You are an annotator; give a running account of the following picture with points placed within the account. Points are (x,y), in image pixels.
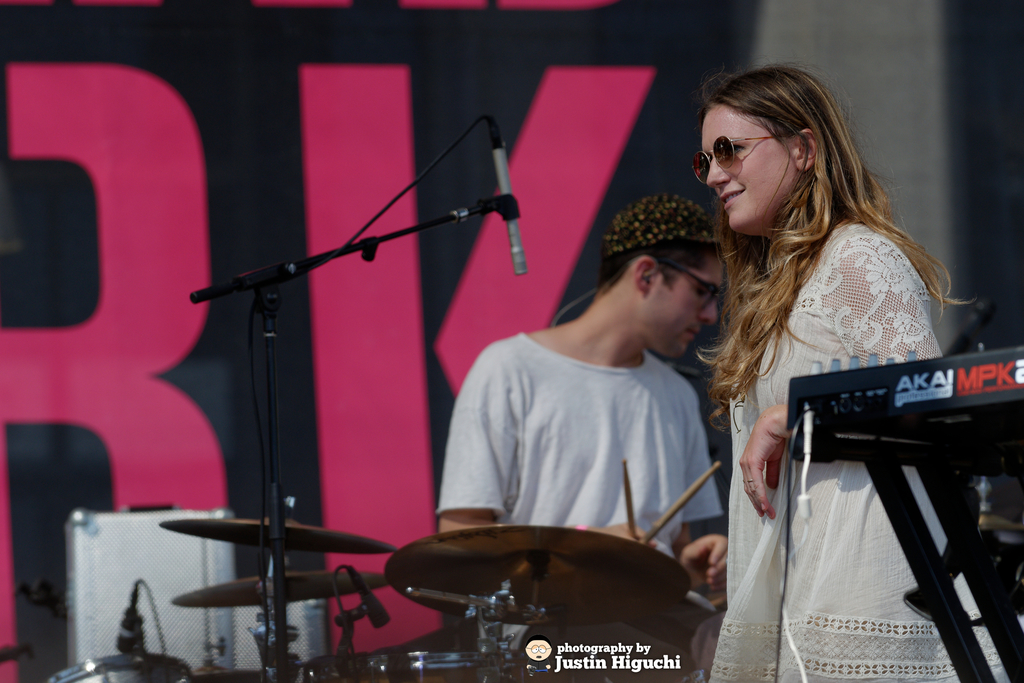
In this image I can see a woman (809,351) wearing white colored dress (823,298) is standing and I can see few musical instruments (557,538) and a microphone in front of her. I can see a person (571,394) holding sticks (683,499) in his hand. I can see the black and pink colored background (453,78).
